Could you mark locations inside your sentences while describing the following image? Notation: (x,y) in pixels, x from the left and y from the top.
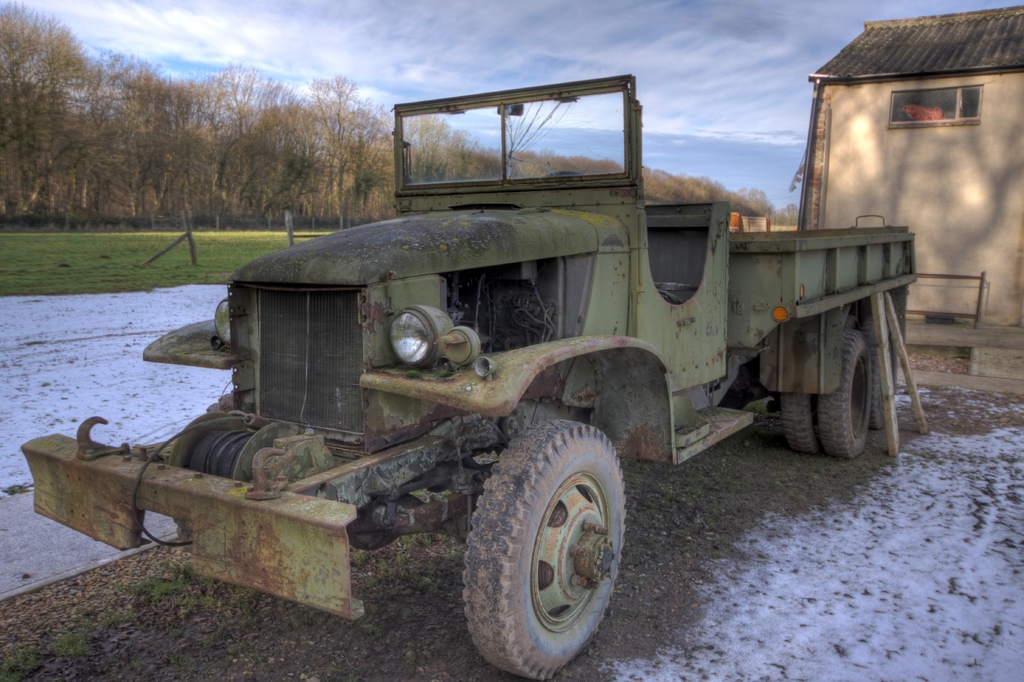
This picture is clicked outside. In the center (562,233) there is a green color truck (624,294) placed on the ground (793,504). On the left (101,372) we can see the snow (111,315) and the green grass (255,244). On the right (912,75) there is a house (980,205) and we can see the window (894,118) of the house (881,123). In the background (678,24) there is sky (704,26) and the trees (263,178).
